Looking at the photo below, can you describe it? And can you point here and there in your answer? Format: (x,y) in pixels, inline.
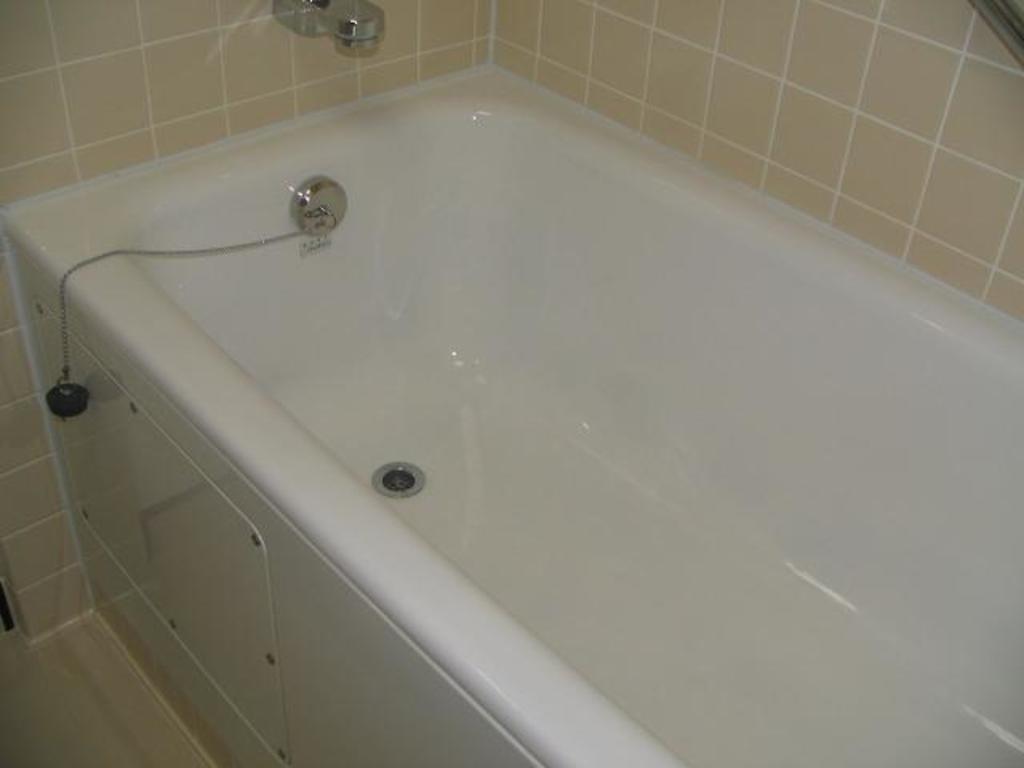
In this image we can see bathtub (300,454), tap (299,35) on the wall (684,68) and floor (117,741).
